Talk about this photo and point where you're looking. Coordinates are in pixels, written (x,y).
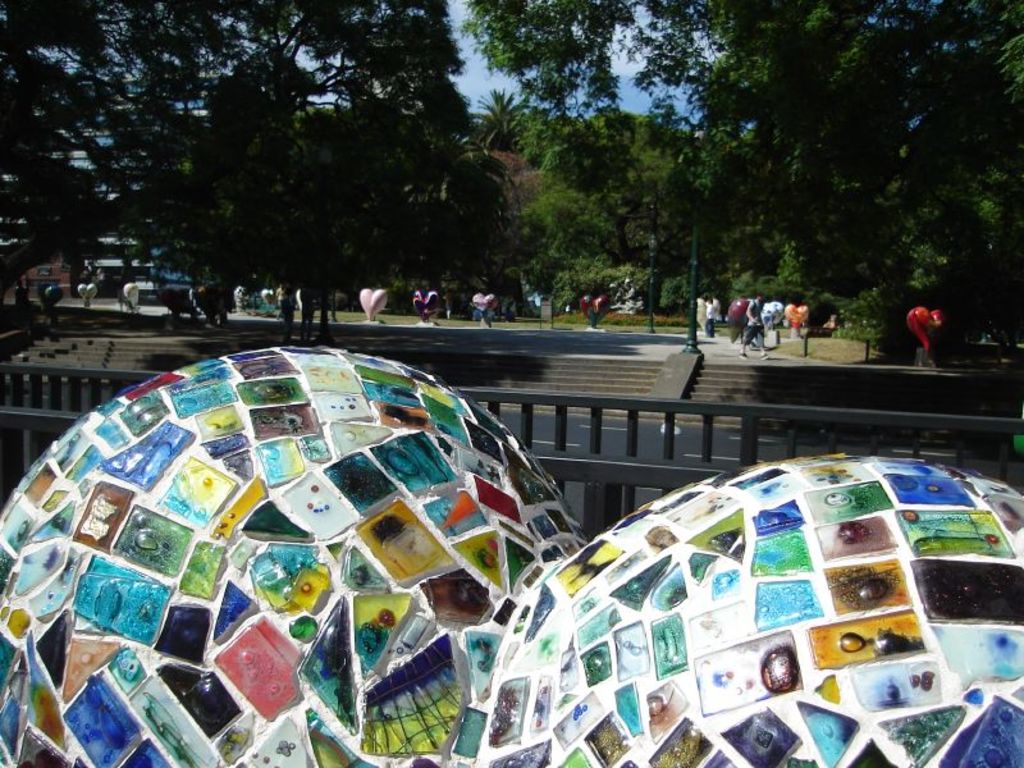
At the bottom (354,692) we can see designed spherical objects (487,560) at the fence (564,409). In the background (479,367) there is a road (534,430), steps (438,354), poles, few persons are walking on the ground (364,336), trees (386,144), building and clouds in the sky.
